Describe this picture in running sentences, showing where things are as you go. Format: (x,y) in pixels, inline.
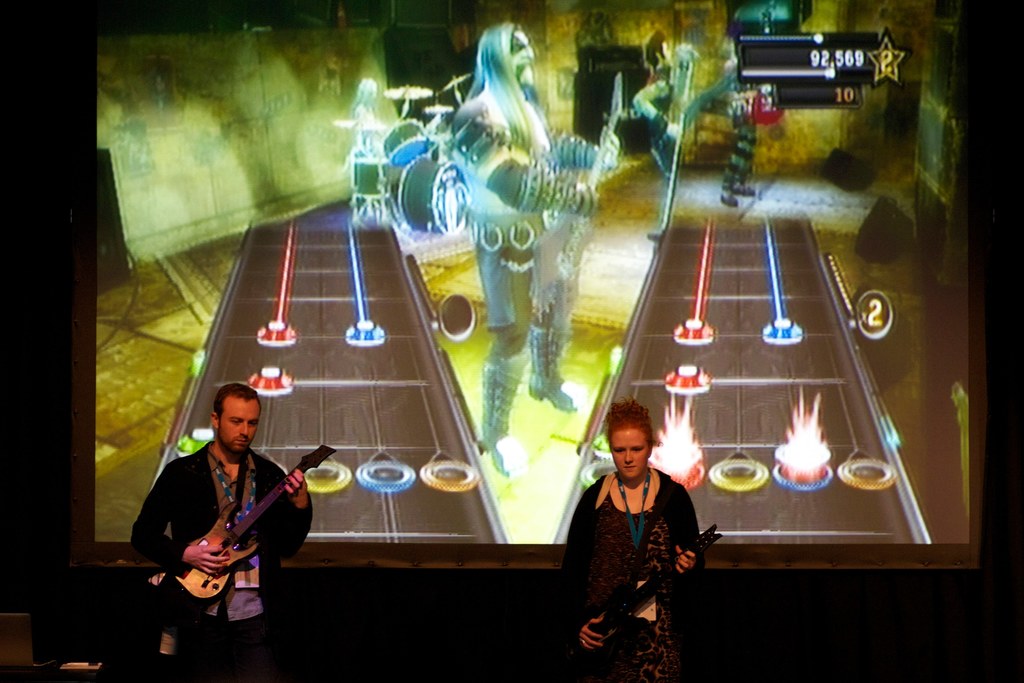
In this image i can see two persons (304,537) standing and holding musical instruments (606,644) in their hands (587,640). In the background (800,167) i can see a huge screen (518,291).
